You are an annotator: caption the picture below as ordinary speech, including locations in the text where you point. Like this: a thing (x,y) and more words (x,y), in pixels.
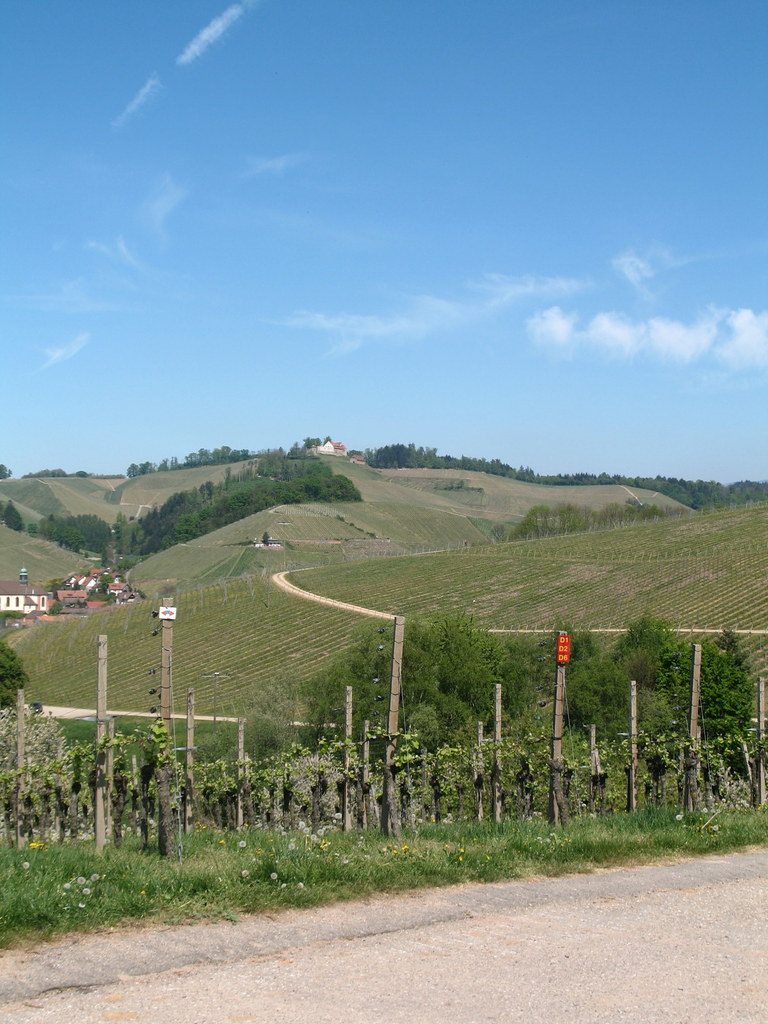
In the image we can see a building (34,590), grass (186,877), wooden pole (102,657), trees (408,676), plant (291,645) and a sky (539,239). This is a road (588,972).
